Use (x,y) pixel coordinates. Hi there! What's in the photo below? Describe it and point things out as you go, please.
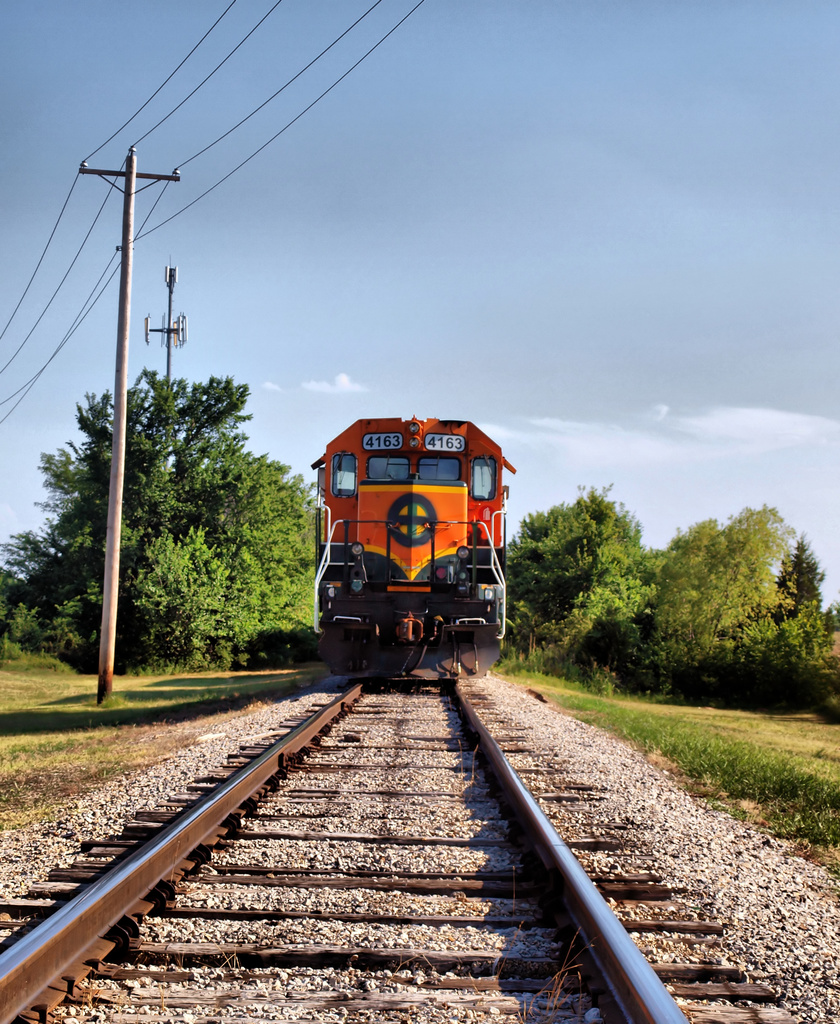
In this image we can see a train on the track (399,847). Here we can see grass (797,773), poles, wires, and trees (132,555). In the background (617,315) there is sky (496,357).
